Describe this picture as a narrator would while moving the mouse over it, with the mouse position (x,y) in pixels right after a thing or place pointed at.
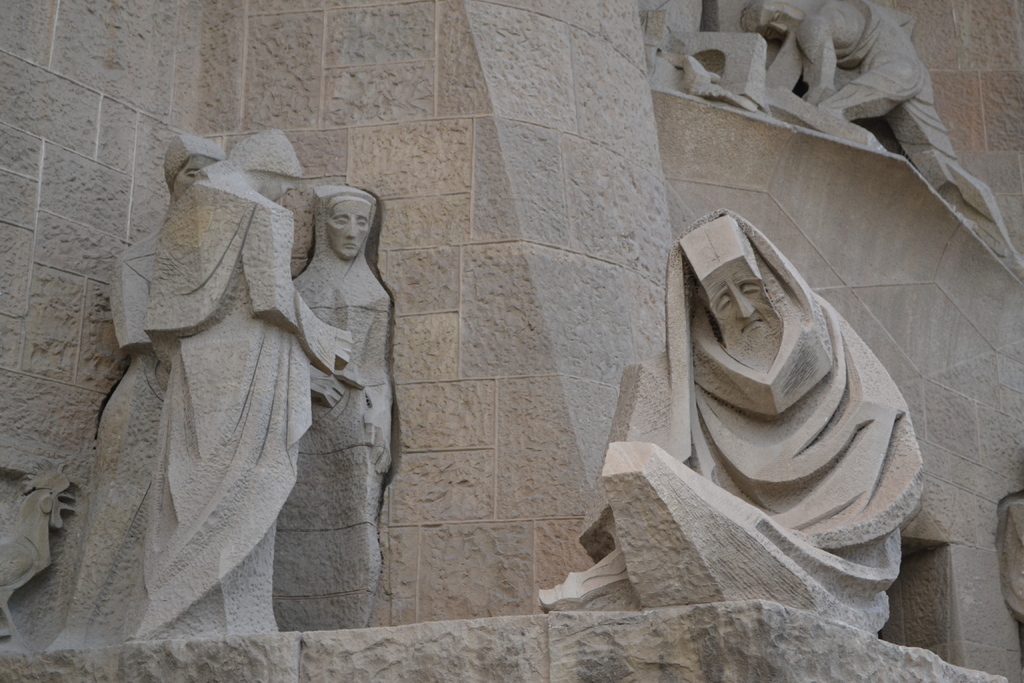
In this image there are some sculptures (190,506), and there is a building (520,254).
